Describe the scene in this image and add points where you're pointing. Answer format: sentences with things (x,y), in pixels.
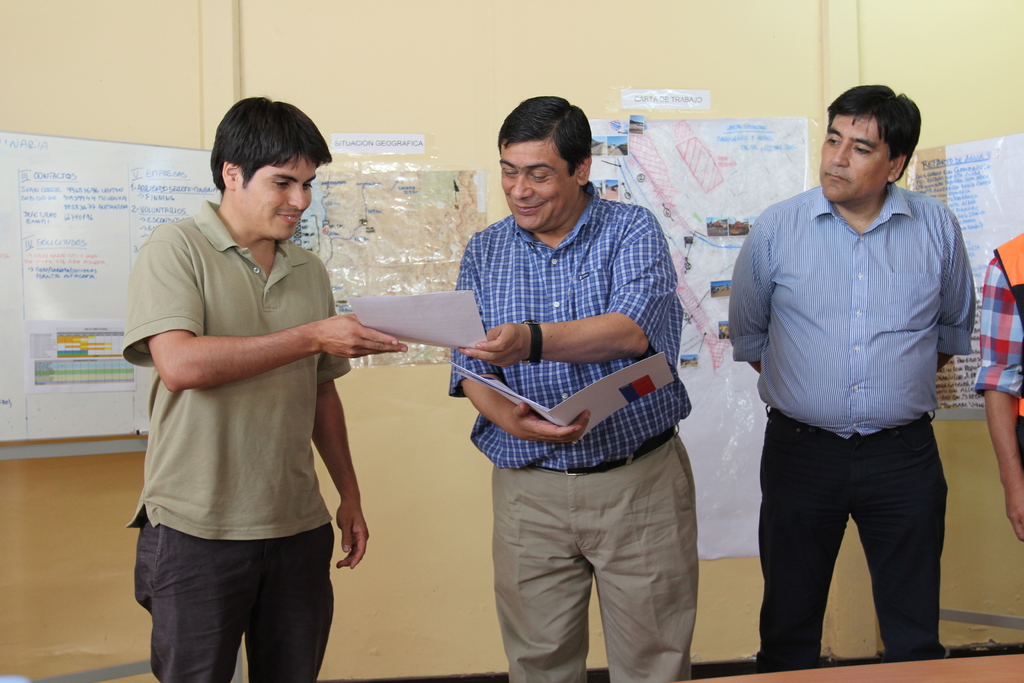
In this image we can see group of people (870,460) standing, Two men (557,469) are holding papers (468,328) in their hands (573,437). In the background (966,223), we can see some poster (978,235) with pictures (716,234) and text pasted on the wall (683,113). On the left side of the image (110,224) we can see a board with some text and a chart (85,370) on it.
